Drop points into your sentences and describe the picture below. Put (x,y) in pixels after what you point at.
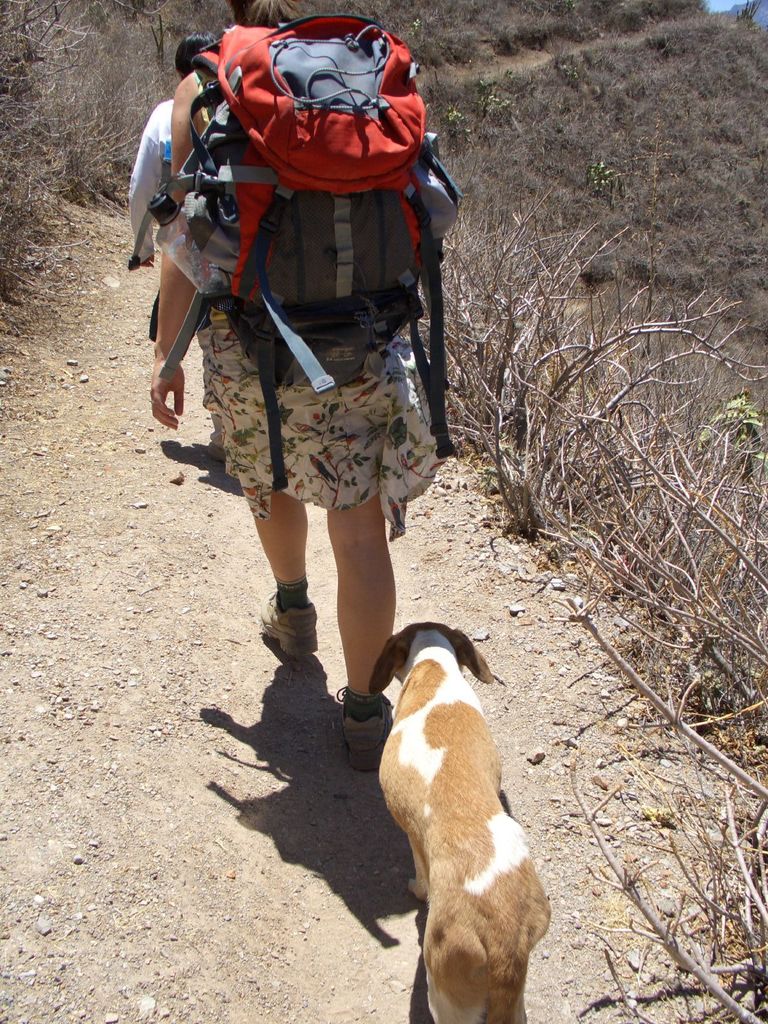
In this picture I can see there are two persons (225,443) walking and they are wearing bags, there is a dog (506,939) behind them and there are few dry plants (706,511) at the right side (641,464). I can also see there are few plants (600,151) in the backdrop (570,102).
